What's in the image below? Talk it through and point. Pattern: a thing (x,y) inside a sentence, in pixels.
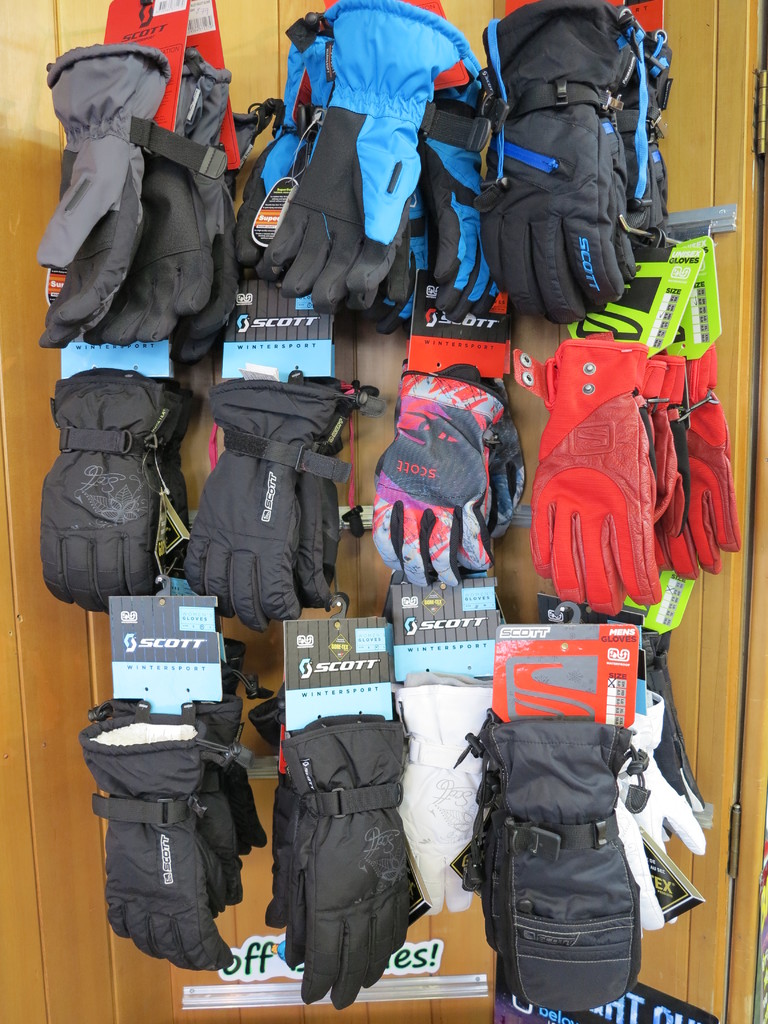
In this image we can see few pairs of gloves (265,406) which are hanged and they are of different colors like red, blue, black, white and in the background of the image (137,968) there is brown color surface (24,560).
